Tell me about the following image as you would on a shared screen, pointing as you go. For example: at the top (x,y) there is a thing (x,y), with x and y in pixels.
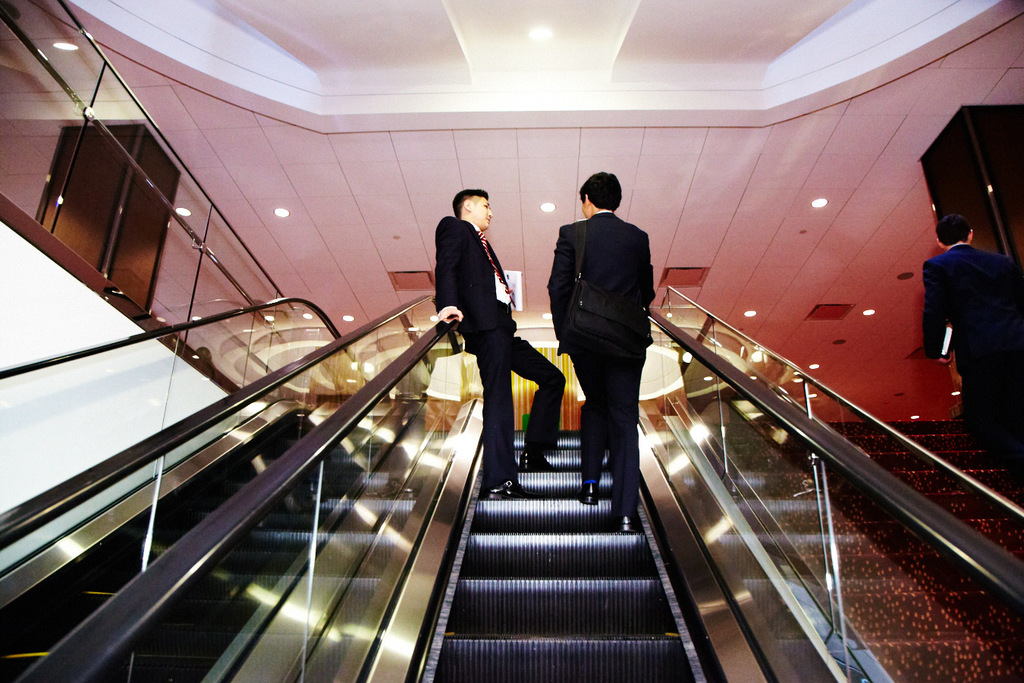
In this image I can see escalators (463,542), stairs (903,450) and on it I can three persons (463,249). I can also see all of them are wearing formal dress (593,235) and one of them is carrying a bag (600,326). On the both sides of the image I can see railings (850,447) and in the background (823,301) I can see number of lights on the ceiling (493,203).
